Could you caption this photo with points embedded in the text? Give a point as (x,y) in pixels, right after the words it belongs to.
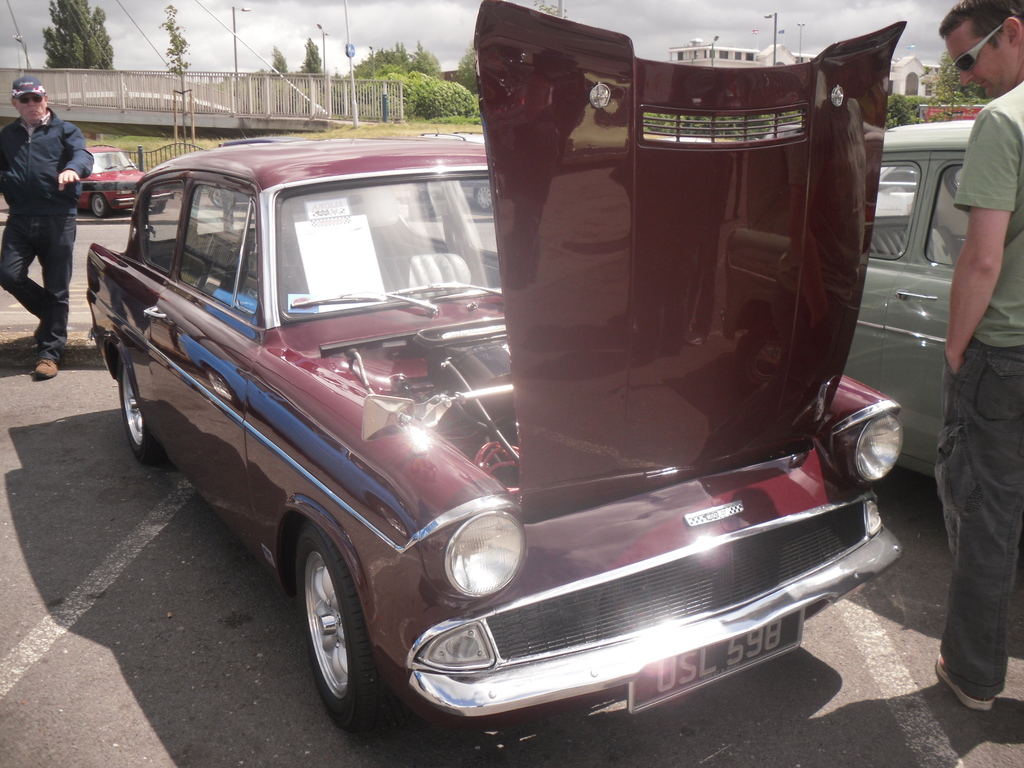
In this image I can see few vehicle (386,466), in front (404,465) the vehicle (333,466) is in maroon color. I can also see two persons (971,495), the person (985,496) at right (980,437) wearing green shirt (980,334), gray pant (980,385) and the person (14,182) at left (80,170) wearing black color dress (30,177). Background (139,116) I can see a bridge (276,119), few buildings (747,49) in white color, light poles (234,19), trees (410,101) in green color and the sky (404,34) is in white color.
